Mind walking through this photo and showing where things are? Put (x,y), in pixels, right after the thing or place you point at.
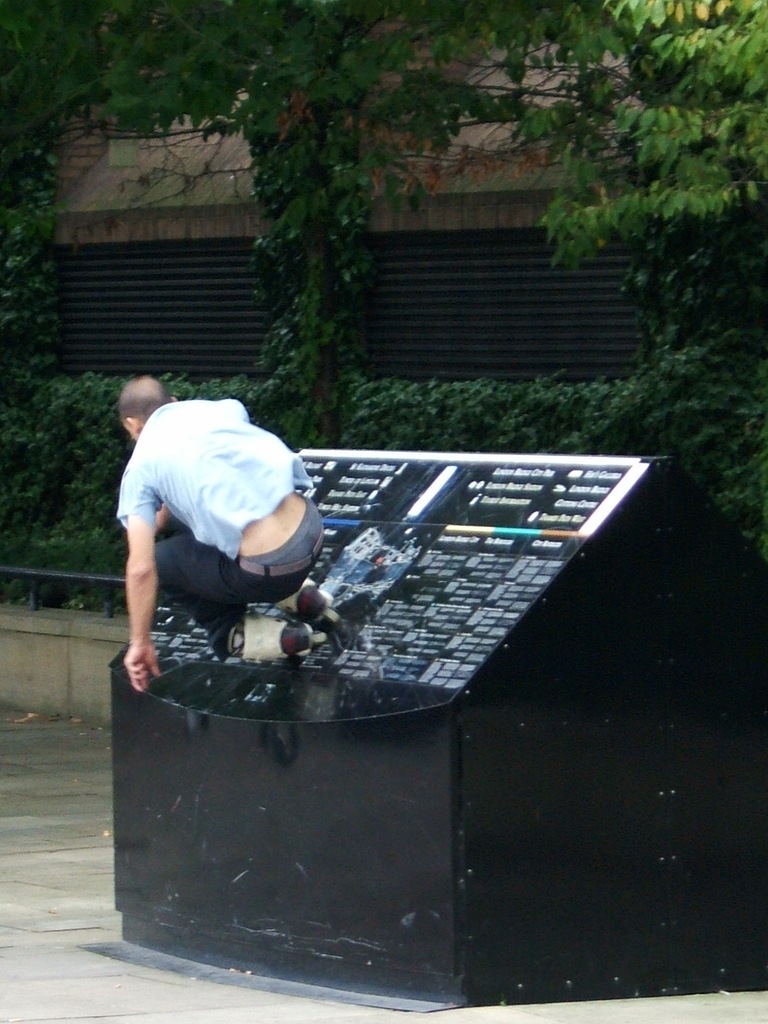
In this picture we can see a man (161,461) who is jumping. This is a map board (530,622). These are the plants (536,410). And this is tree (336,152).
